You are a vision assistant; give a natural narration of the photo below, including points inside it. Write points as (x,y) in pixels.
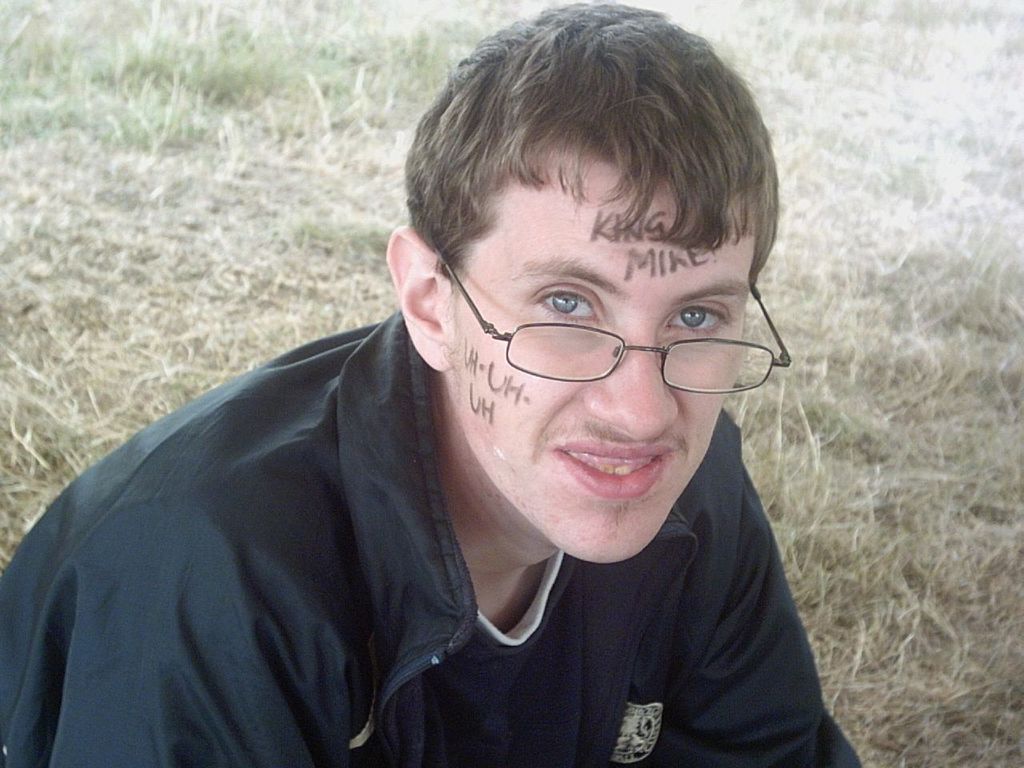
In the picture we can see a man (404,650) sitting on the grass surface (938,741), he is in a black dress (98,705) and something written on his face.
